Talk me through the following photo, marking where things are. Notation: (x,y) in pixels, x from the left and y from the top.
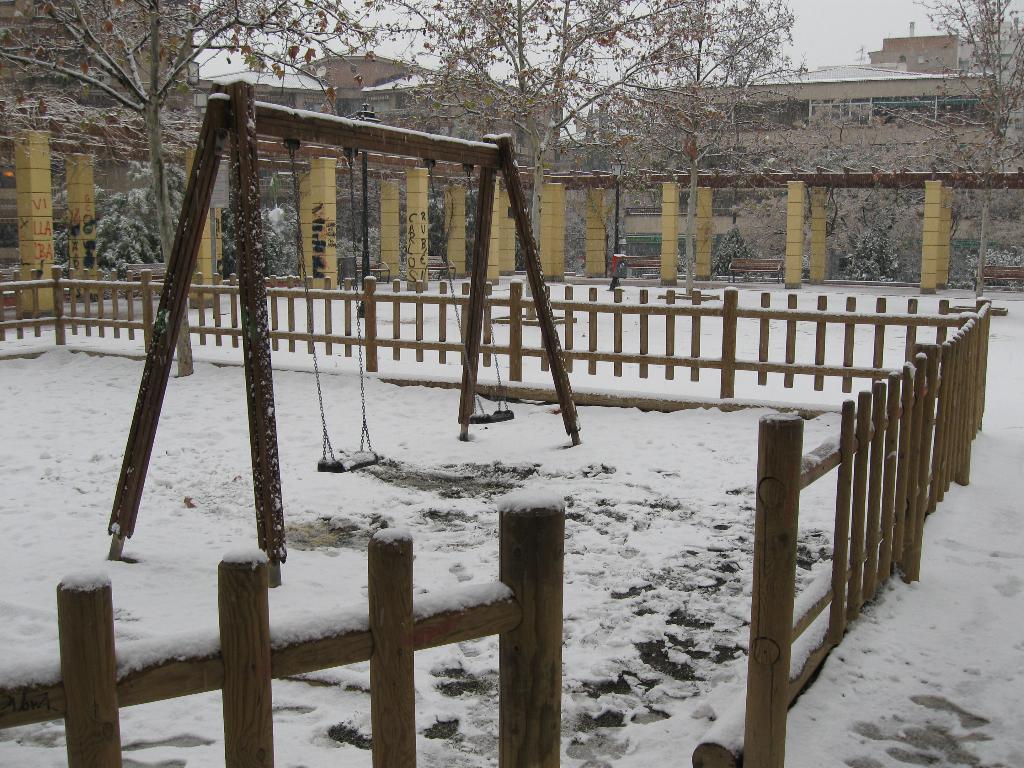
In this image we can see a swing (503,411), here is the snow (556,407), there is the fencing (848,344), there are the trees (681,76), here are the pillars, there is the building (827,85), at above here is the sky (324,35).
